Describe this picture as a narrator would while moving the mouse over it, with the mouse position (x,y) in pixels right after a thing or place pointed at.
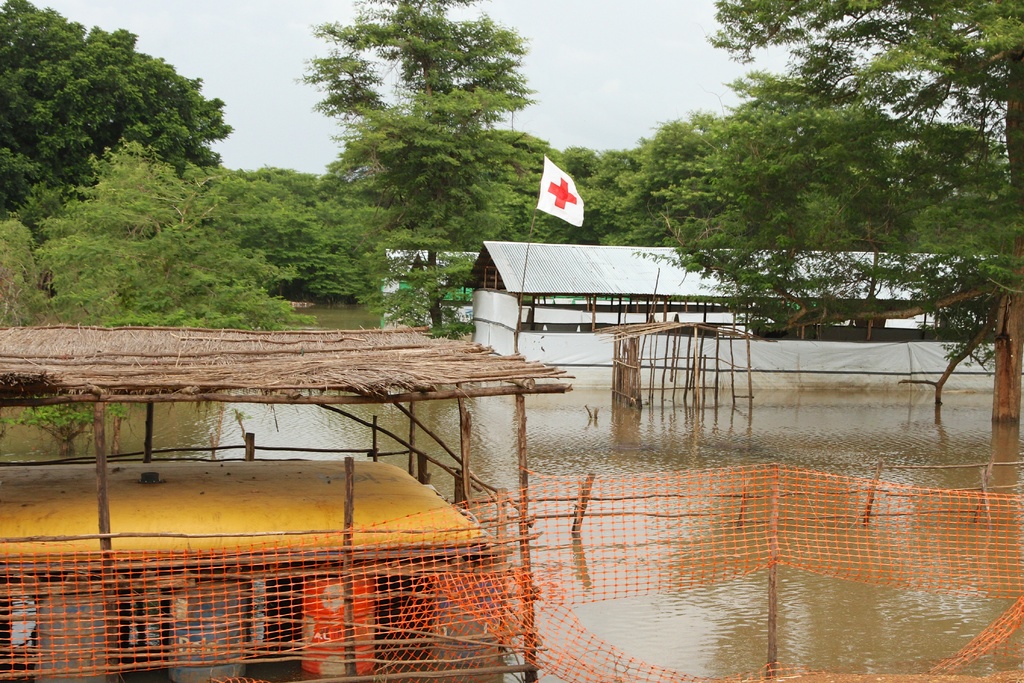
In the picture we can see a shed (390,356) on the water (305,433) with bamboo sticks (472,377) and under it we can see a yellow color surface (335,511) and beside the shed (441,364) we can see net (675,499) in the water (514,417) to the poles (526,672) and behind it we can see a shed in the water (515,430) and on the top of it we can see a flag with red cross symbol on it and in the background (939,57) we can see many trees (414,10) and sky (566,79).
